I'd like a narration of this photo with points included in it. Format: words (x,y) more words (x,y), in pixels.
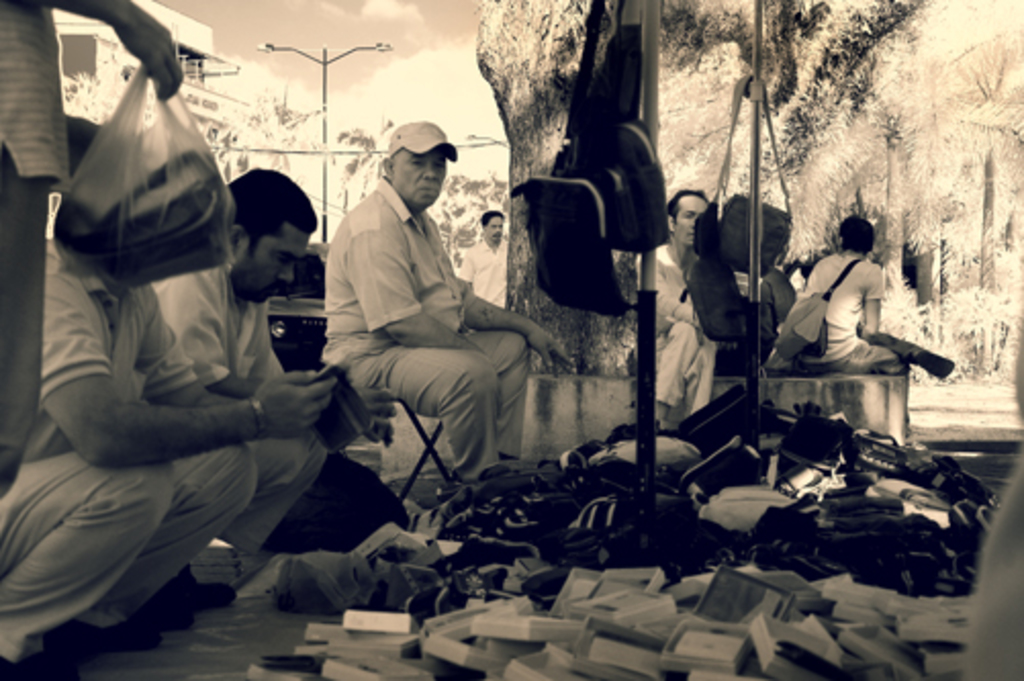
This is a black and white image. Here I can see few people (426,332) are sitting on the ground (163,654), facing towards the right side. In front of these people (180,372) there are few boxes (548,659) and clothes (786,479) are placed. In the middle of these there is a pole (639,375). On the left side (40,135) there is a person (55,90) standing and holding a cover bag (127,180) in the hand (163,81). In the background (682,302) few people (685,278) are sitting under the tree (715,178). In the background (535,152) there are many trees (885,179), buildings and poles (328,117). At the top of the image (356,21) I can see the sky (293,19).
